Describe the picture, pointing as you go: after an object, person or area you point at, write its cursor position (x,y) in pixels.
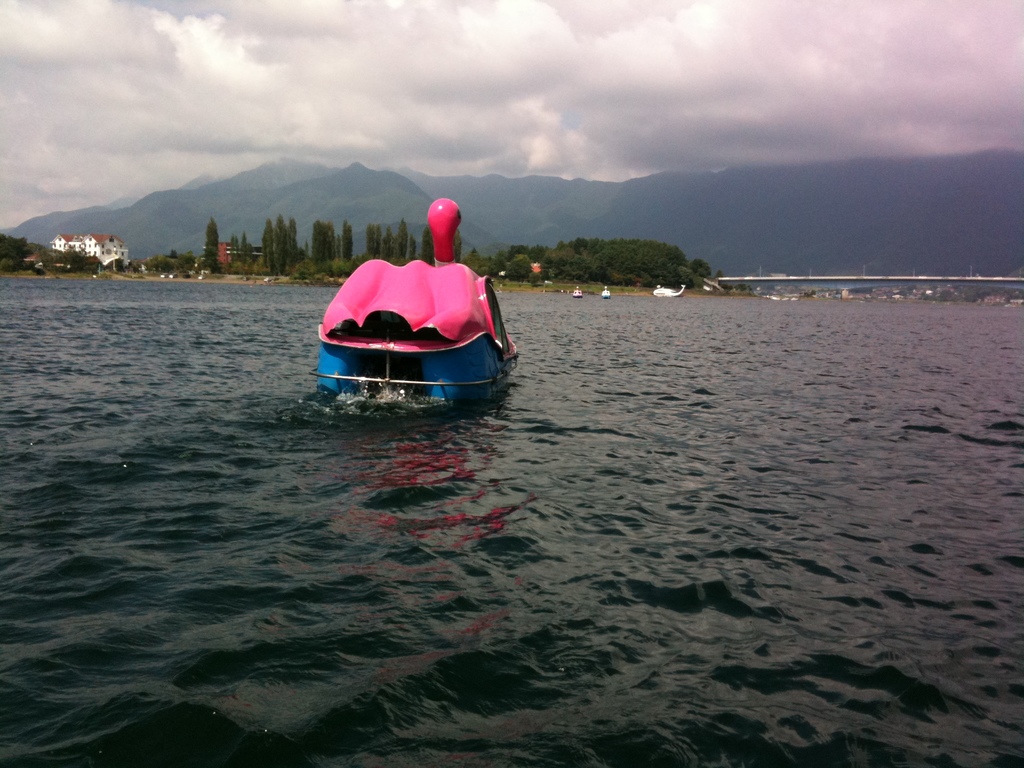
In the image there is some object (445,300) sailing on the water surface (420,397) and in the background (217,243) there are trees (634,266) and beside the trees (90,262) on the left side (94,243) there is a house (104,245).
